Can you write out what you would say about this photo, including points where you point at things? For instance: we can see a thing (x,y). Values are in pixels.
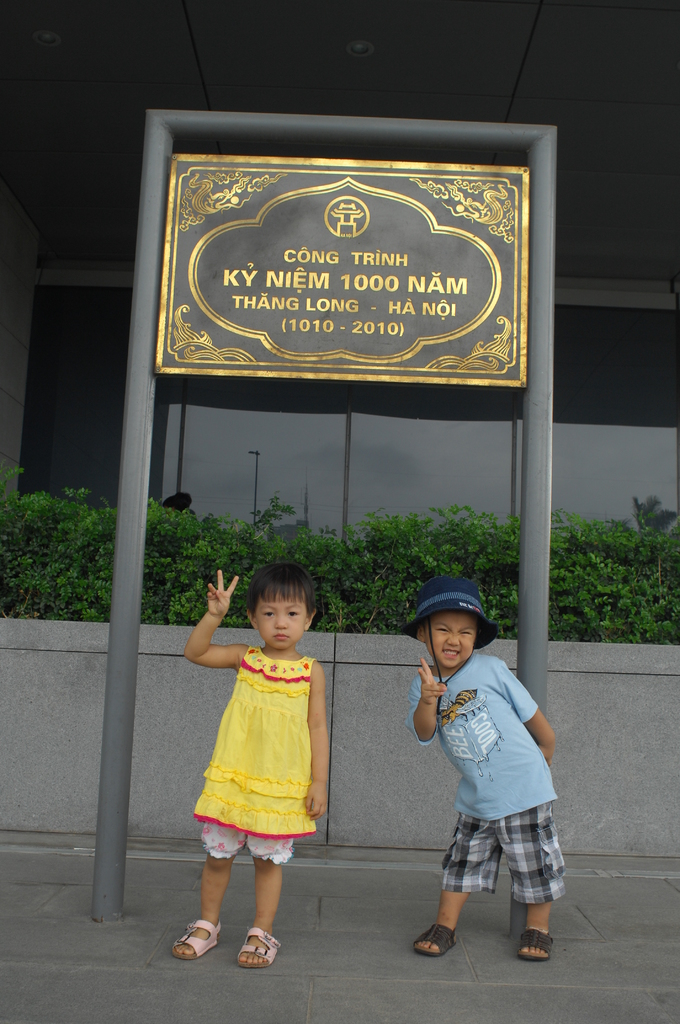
In this picture there are two persons (259,693) standing and there is a board (480,328) on the pole (524,635) and there is a text (405,276) on the board (347,338). At the back (61,112) there is a building (91,284) and there are plants (78,596).
